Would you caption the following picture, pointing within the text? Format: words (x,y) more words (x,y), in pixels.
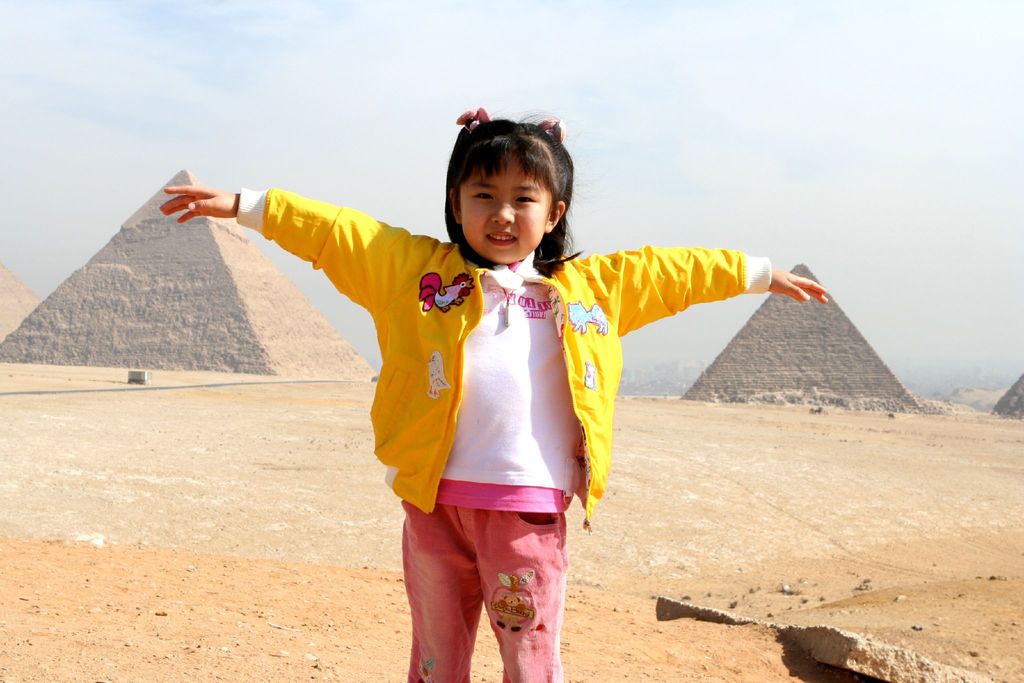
In this image I can see a person (523,246) standing wearing yellow jacket (436,316), white shirt (524,416) and pink pant (562,520). Background (467,87) I can see few pyramids (79,282) and sky (449,92) in white and blue color.
